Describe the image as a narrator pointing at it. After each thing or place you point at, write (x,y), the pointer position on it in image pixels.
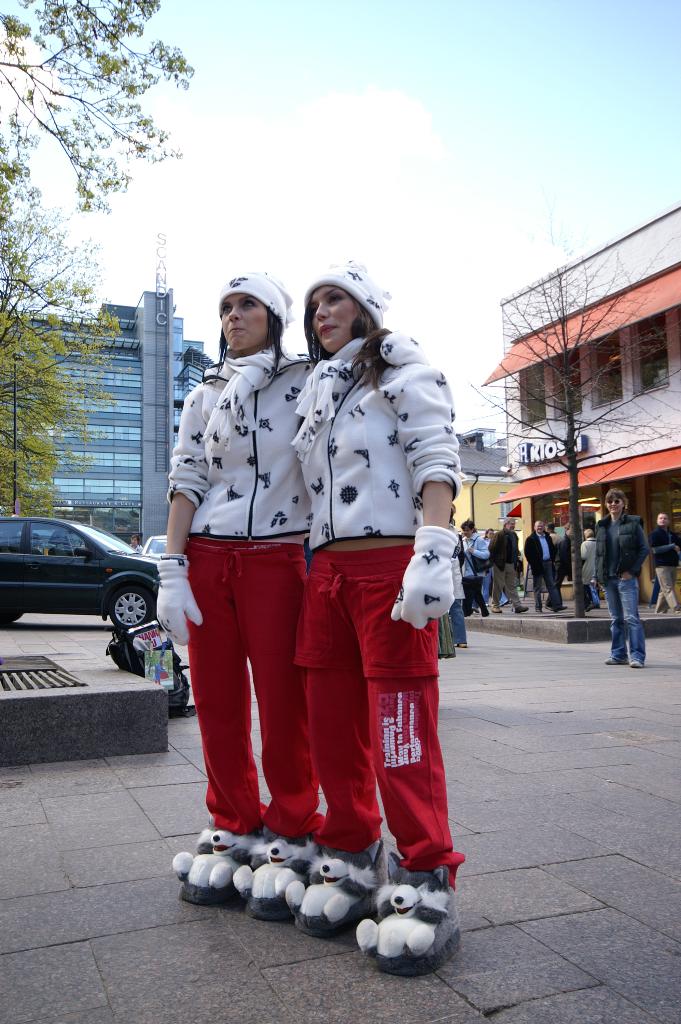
In this image in the foreground (321,676) there are two women (339,627) who are standing and they are wearing some costume (302,871). In the background (508,517) there are some buildings (542,501) vehicles (108,554) and some persons (623,579) are walking, at the bottom (277,923) there is a road (486,809) and on the top of the image (327,173) there is sky (227,240).
